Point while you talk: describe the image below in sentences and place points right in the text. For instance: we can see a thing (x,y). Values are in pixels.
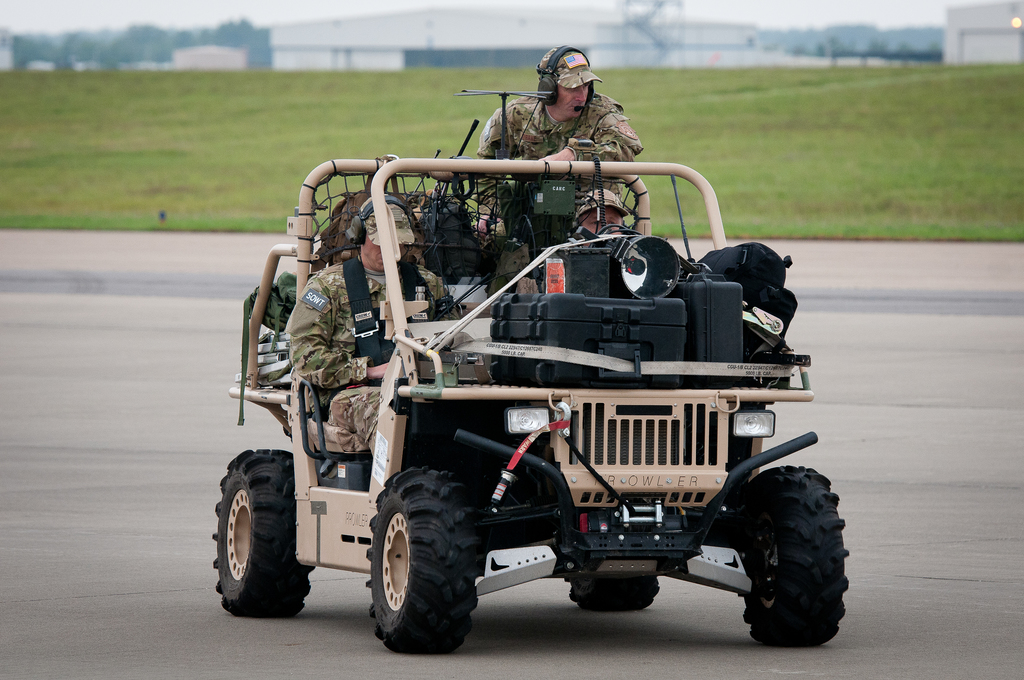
In this image there are a few people (318,368) sitting in a vehicle (720,239), which is on the road (861,599) and there are a few objects (696,326) and luggages (666,360) on the vehicle (786,385). In the background (609,30) there is the surface (60,91) of the grass (168,123), buildings (408,55), trees (116,55) and sky (34,7).
